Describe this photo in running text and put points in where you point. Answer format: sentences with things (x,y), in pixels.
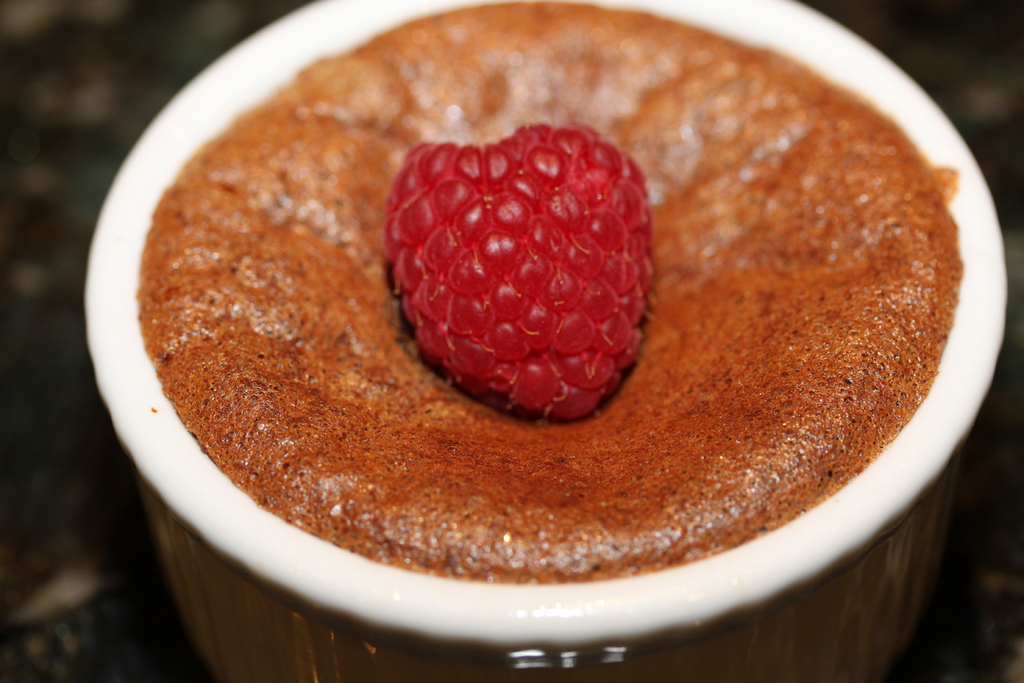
In this image in the front (426,330) there is food (693,274) and the background (54,162) is blurry.
